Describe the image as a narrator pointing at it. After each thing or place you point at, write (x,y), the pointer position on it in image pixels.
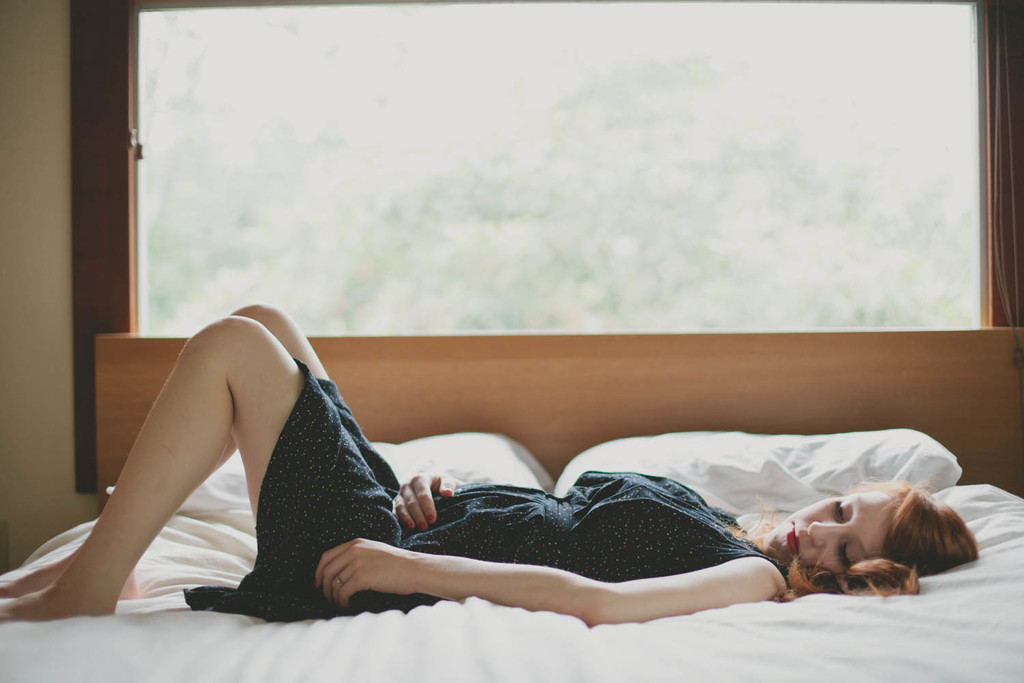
This picture shows a woman (145,499) laying on bed (963,608) and we see two pillows (596,461) on her side.
